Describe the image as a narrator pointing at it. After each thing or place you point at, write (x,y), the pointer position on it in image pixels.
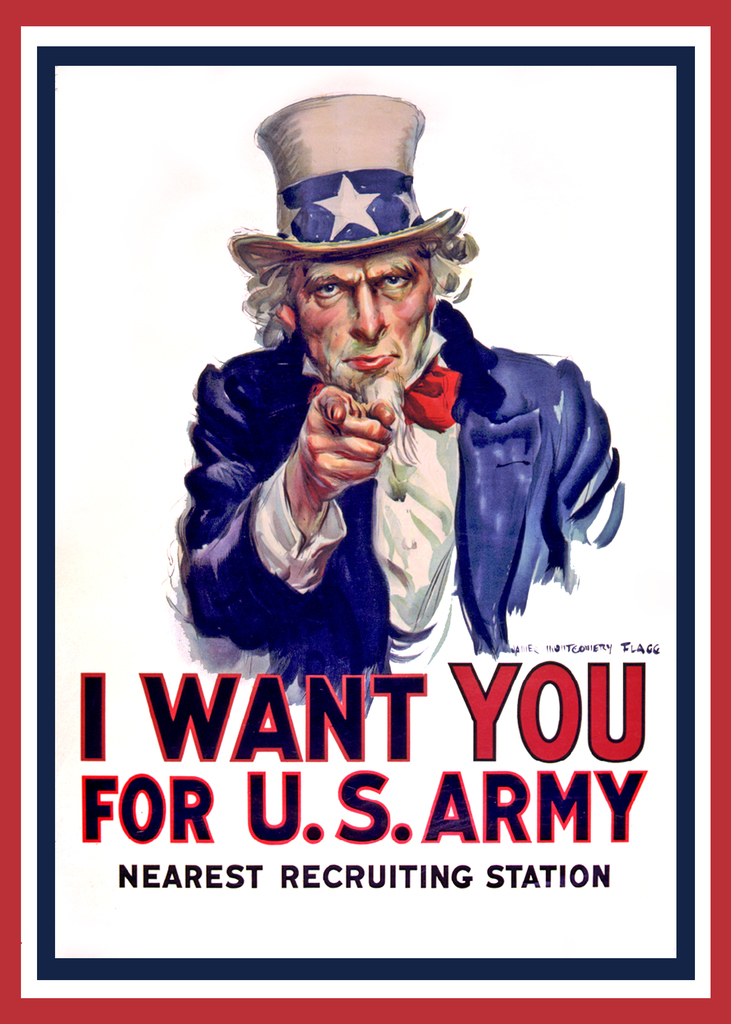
In this image I see the depiction of a man (353,301) who is wearing a hat (324,196) and I see something is written over here and I see that he is wearing blue color jacket (255,412) and I see that it is white in the background (645,342).
